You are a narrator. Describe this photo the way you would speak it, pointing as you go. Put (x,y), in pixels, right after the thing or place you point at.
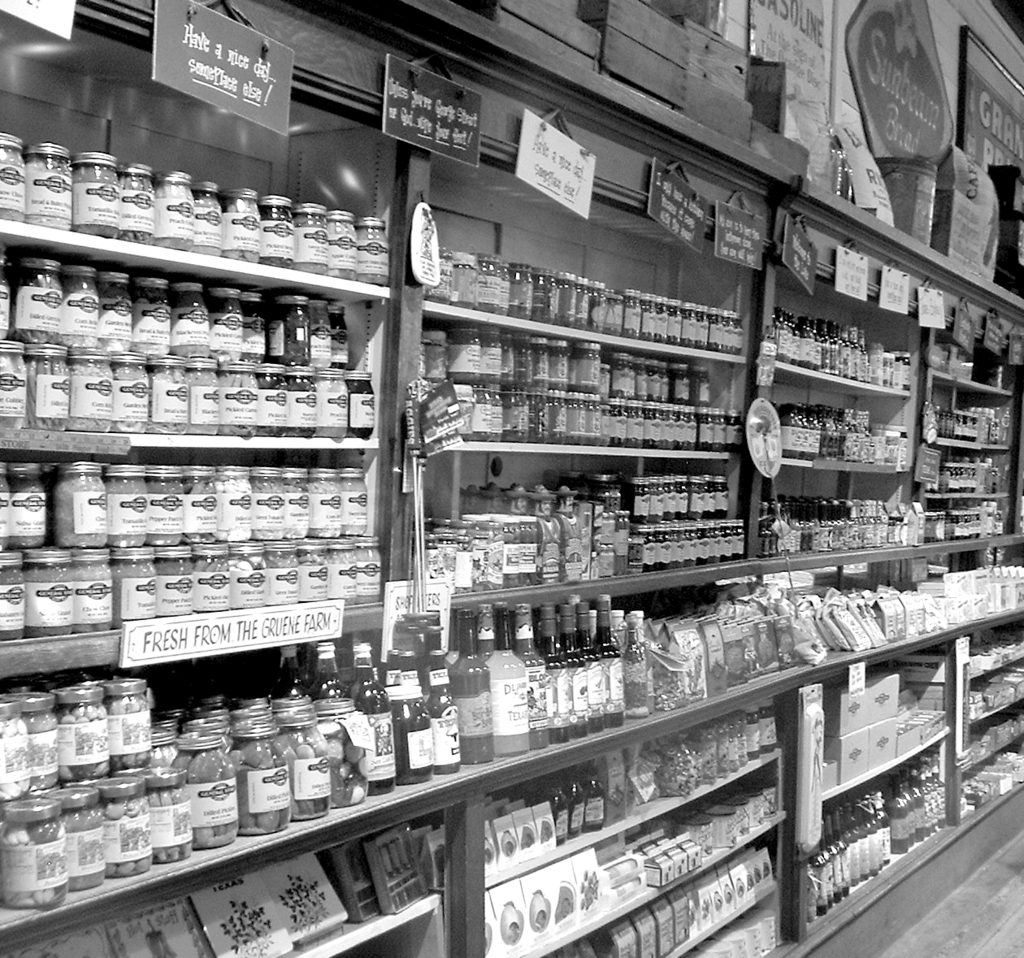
This image is taken indoors. This image is a black and white image. In this image there are many shelves (645,739) and there are many bottles (568,728), jars (123,395), boxes (914,737) and a few things (987,737) on the shelves (926,852). There are many boards (868,65) with text (997,118) on them. There are a few wooden boxes (603,5) on the shelves (966,855). At the right bottom of the image (956,920) there is a floor (961,920).
